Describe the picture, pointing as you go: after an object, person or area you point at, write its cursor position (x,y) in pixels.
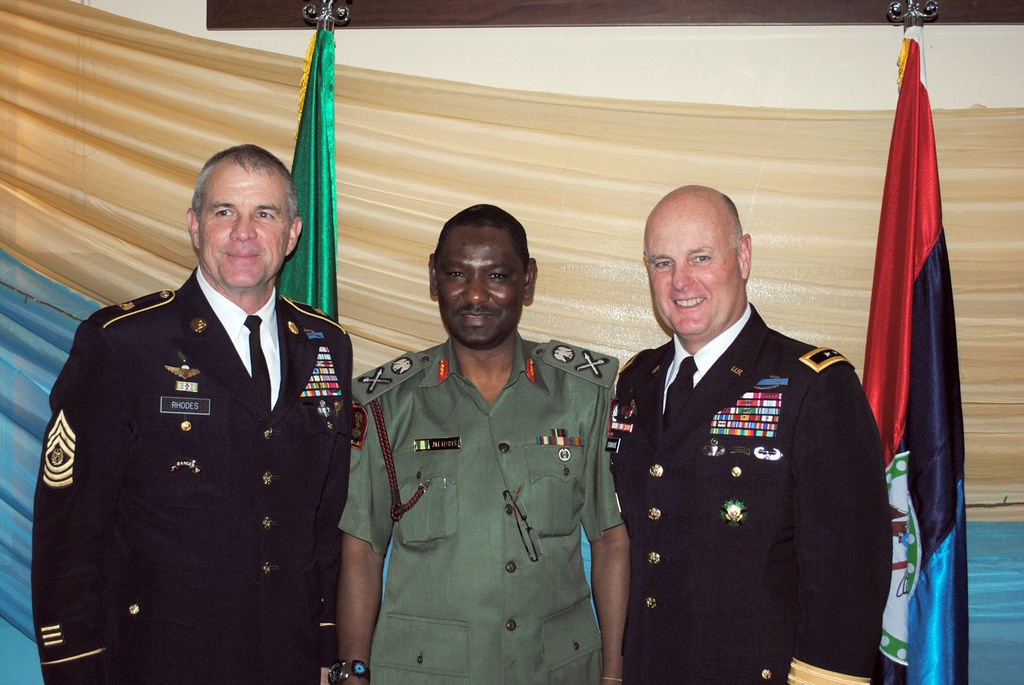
In this image I can see three persons (870,419) standing. The person (487,382) in the middle (487,382) wearing uniform (500,453), background (933,232) I can see two flags (317,150) which are in red, blue and green color, and I can see wall (746,62) in cream color.
